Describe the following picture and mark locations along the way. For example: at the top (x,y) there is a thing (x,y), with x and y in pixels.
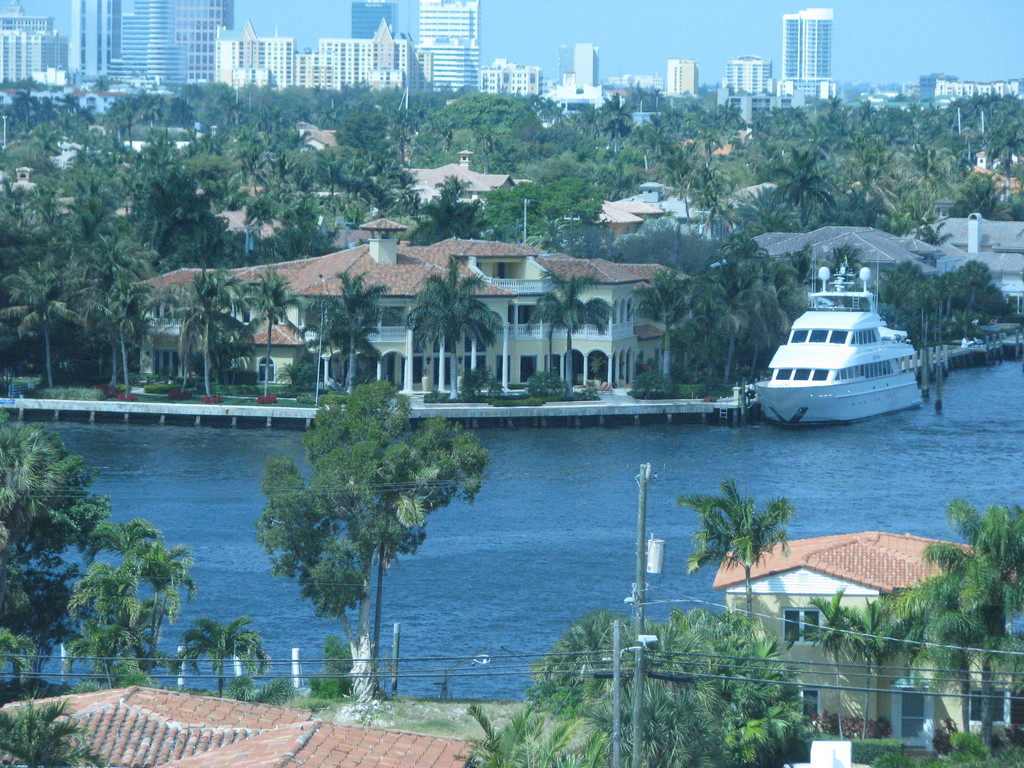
In this image, there is an outside view. There is a boat (805,362) on the right side of the image (813,402) floating on the water (737,475). There is a building (531,313) and some trees (152,275) in the middle of the image (605,335). There are some buildings (358,62) at the top of the image (345,62). There are some other trees (260,653) at the bottom of the image (658,709).
